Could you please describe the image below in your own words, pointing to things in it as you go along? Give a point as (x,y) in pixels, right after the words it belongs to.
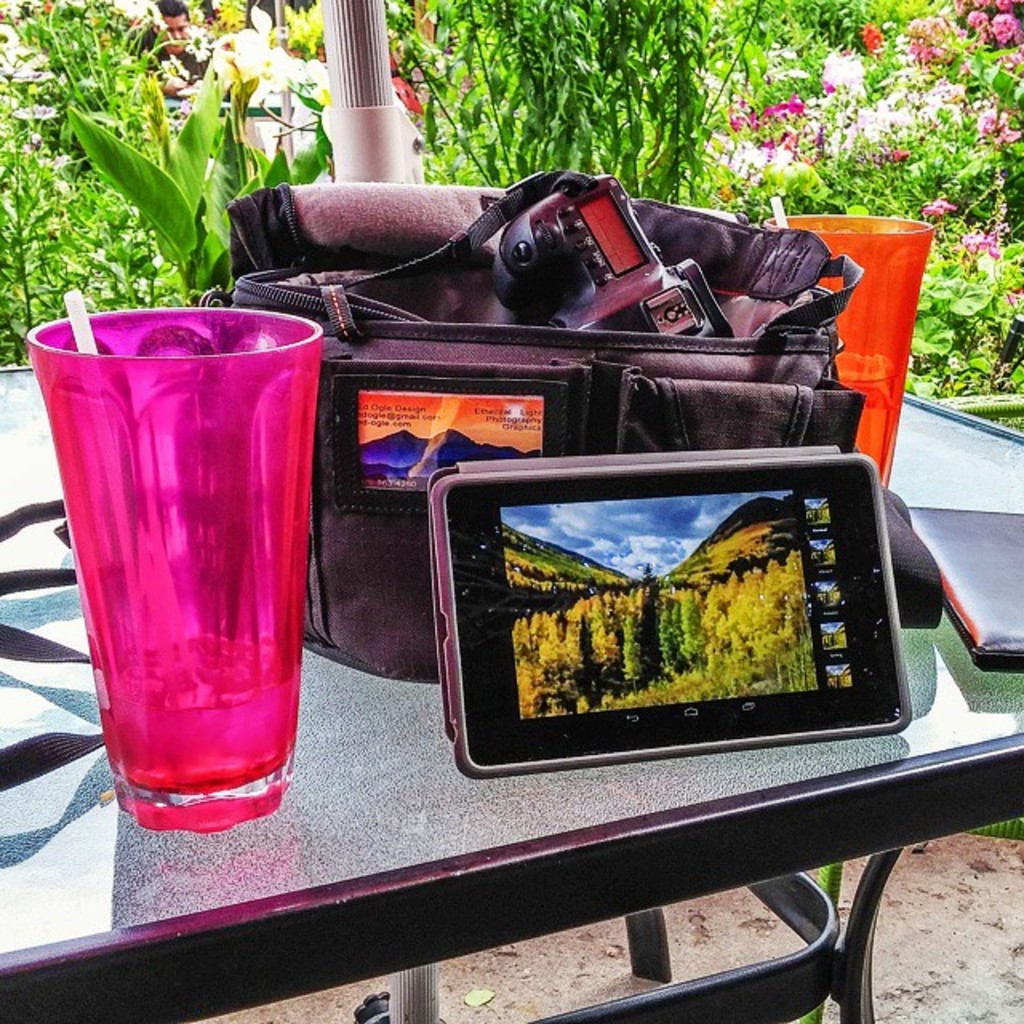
In this picture, we see a table (373,836) on which pink glass (220,486), tablet (491,539), black bag (683,392), orange glass (845,236) and book (976,596) are placed. Behind that, we see many trees (645,90) and plants (745,70).
